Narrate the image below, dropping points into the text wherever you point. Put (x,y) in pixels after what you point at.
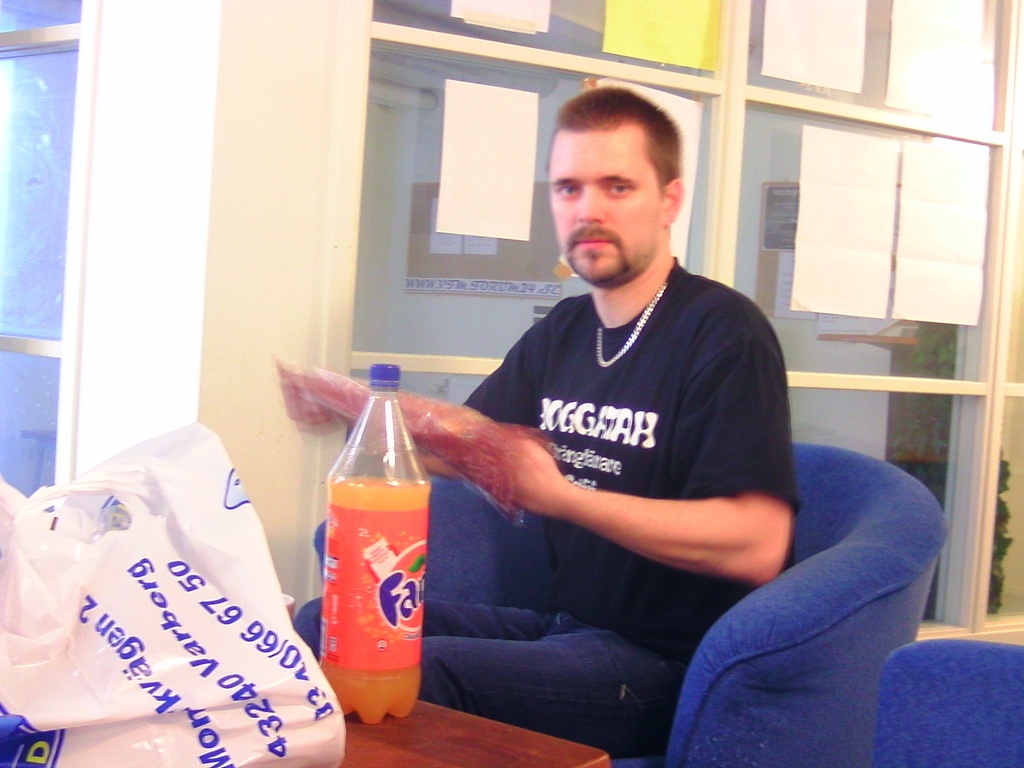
In the image we can see there is a man (656,506) who is sitting on a blue chair (799,732) and in front of him there is a table (484,731) on which there is a fanta bottle (394,572) and a plastic cover (160,669).
